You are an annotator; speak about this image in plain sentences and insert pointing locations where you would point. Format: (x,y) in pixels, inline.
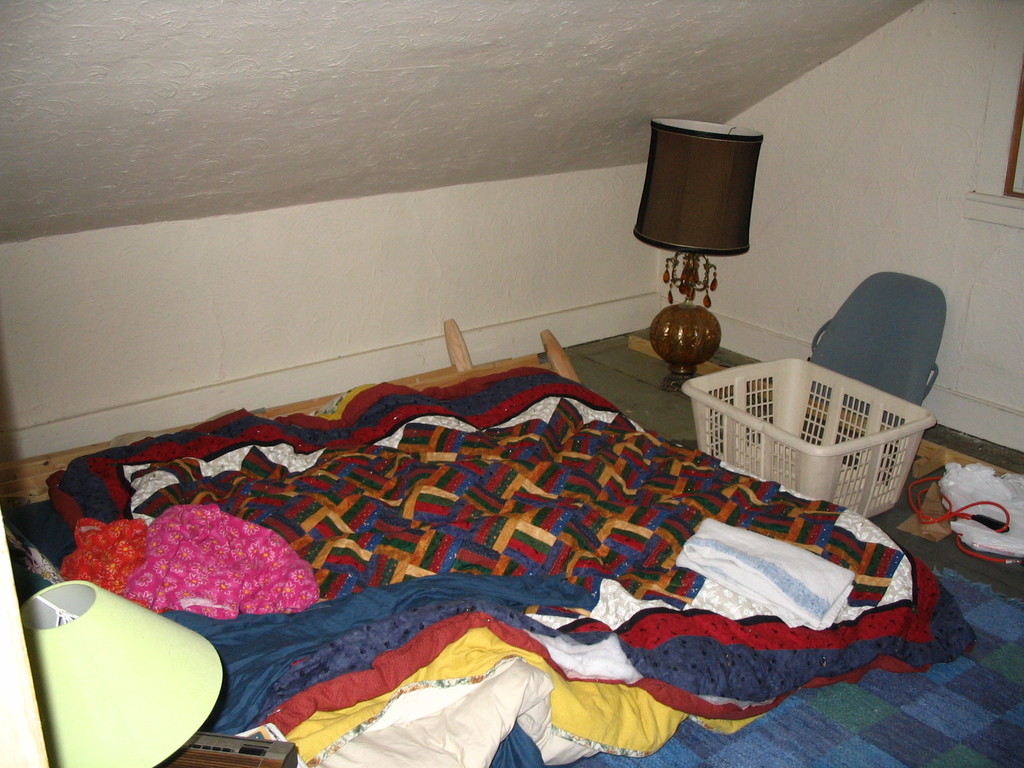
In the image I can see some clothes (885,546), basket (895,410), lamp (67,612) and some other things (542,728) on the floor (664,413).
